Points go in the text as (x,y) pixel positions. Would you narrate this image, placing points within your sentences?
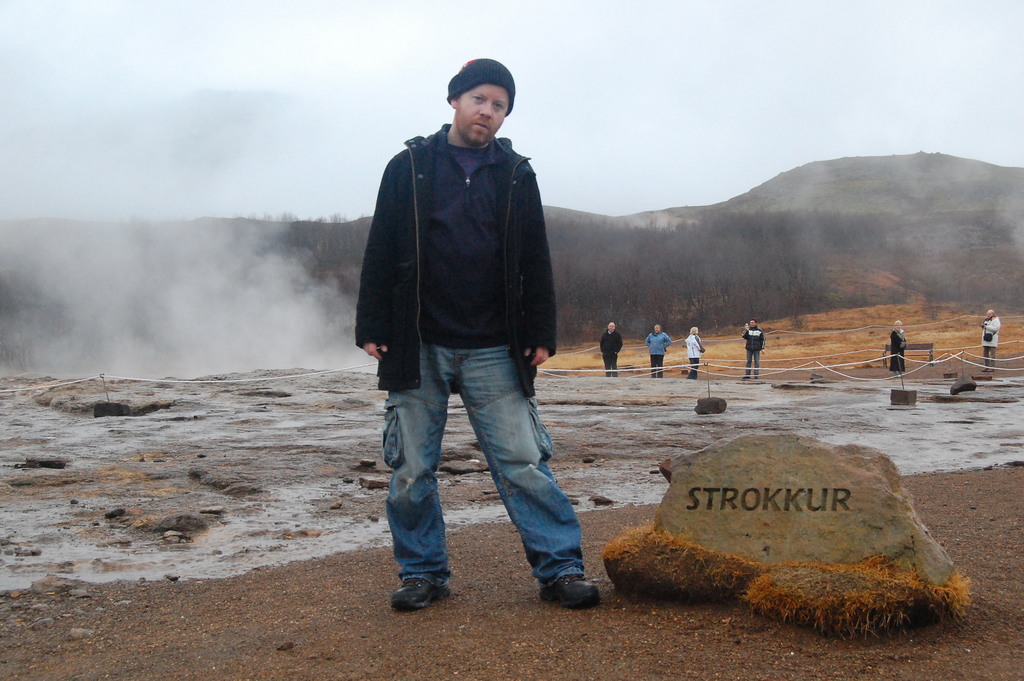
In the foreground of the picture (426,561) there is a person (467,393) standing, beside him there is a stone (754,510). In the center of the picture (361,421) there are stones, fencing (589,350), ash (246,409), smoke (199,362) and people (903,344). In the background (646,271) there are trees (853,220), hill (754,192) and sky (440,61).
